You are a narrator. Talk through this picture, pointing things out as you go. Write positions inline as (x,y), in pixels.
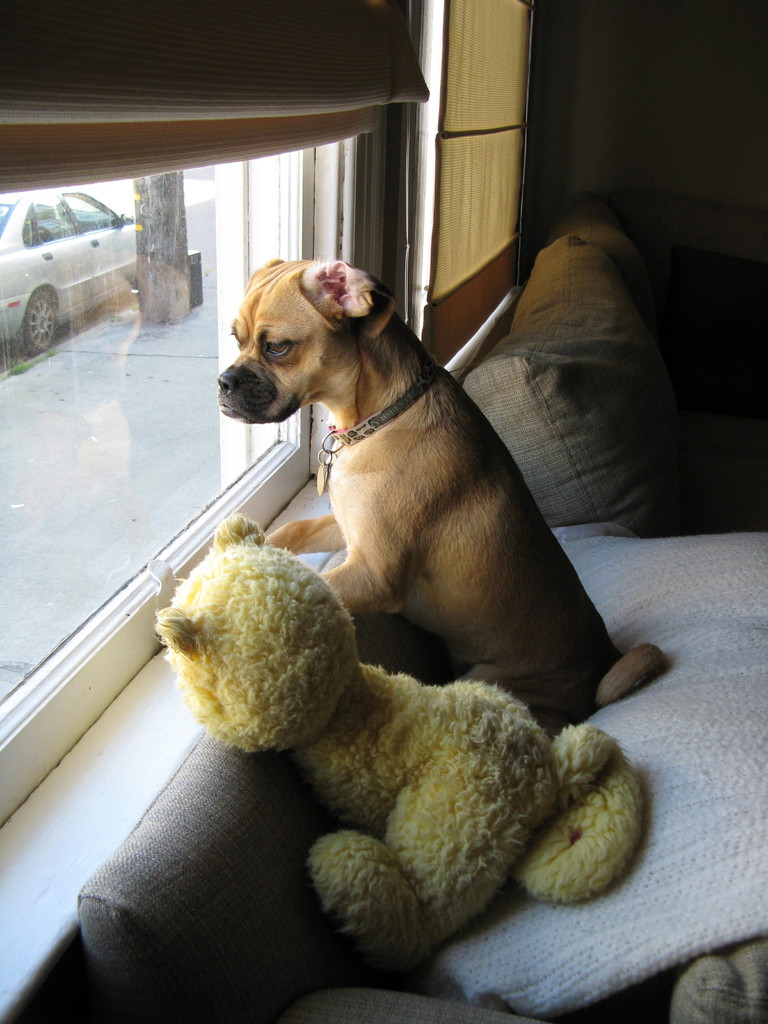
In this image there is a dog (386,509) sitting on the bed (222,749) and watching from the window (132,366). Beside the dog (380,568) there is another doll (263,727). On the right side (610,402) there is a sofa (610,402) on which there are blankets (705,731). On the left side (128,67) there is a curtain (198,97). Through the glass window (99,277) we can see that there is a car (69,271) parked on the road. Beside the car (115,230) there is a tree (138,226).
